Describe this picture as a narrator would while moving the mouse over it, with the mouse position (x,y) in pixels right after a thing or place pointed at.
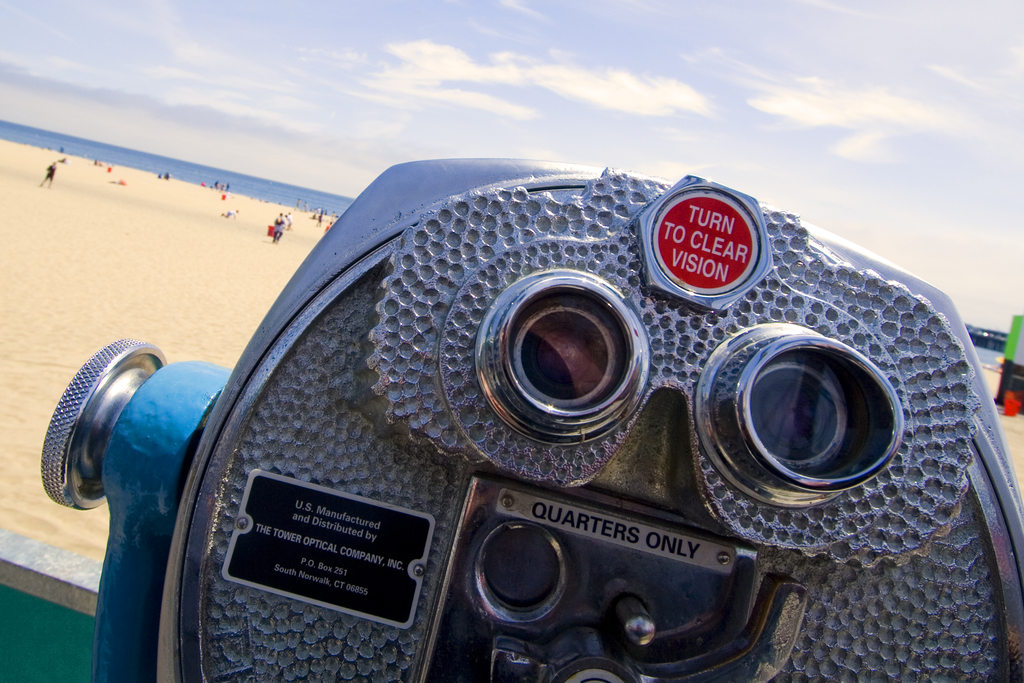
In the center of the image (464,306) we can see a binoculars (503,442). In the background (248,182) there are people (318,215), sea (277,192) and sky (556,90).
